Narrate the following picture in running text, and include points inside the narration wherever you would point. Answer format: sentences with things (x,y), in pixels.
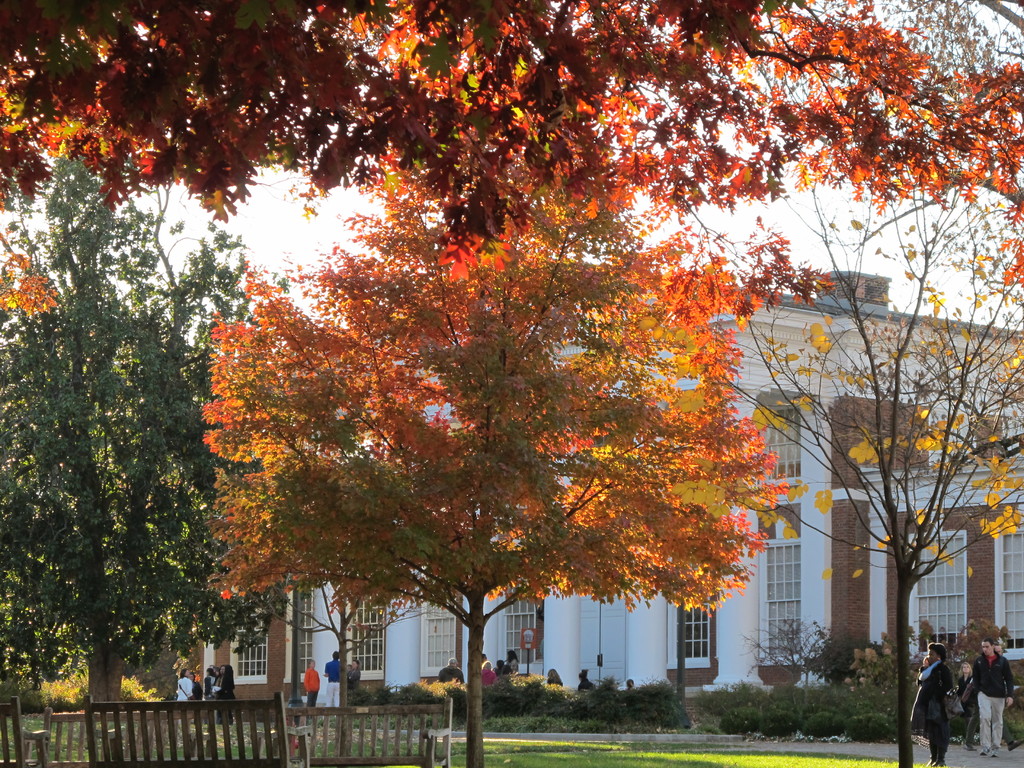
As we can see in the image there are benches (117,747), grass (530,742), plants (608,689), few people (208,682) here, trees (394,285) and buildings (845,569). On the top (255,223) there is sky (255,223).
